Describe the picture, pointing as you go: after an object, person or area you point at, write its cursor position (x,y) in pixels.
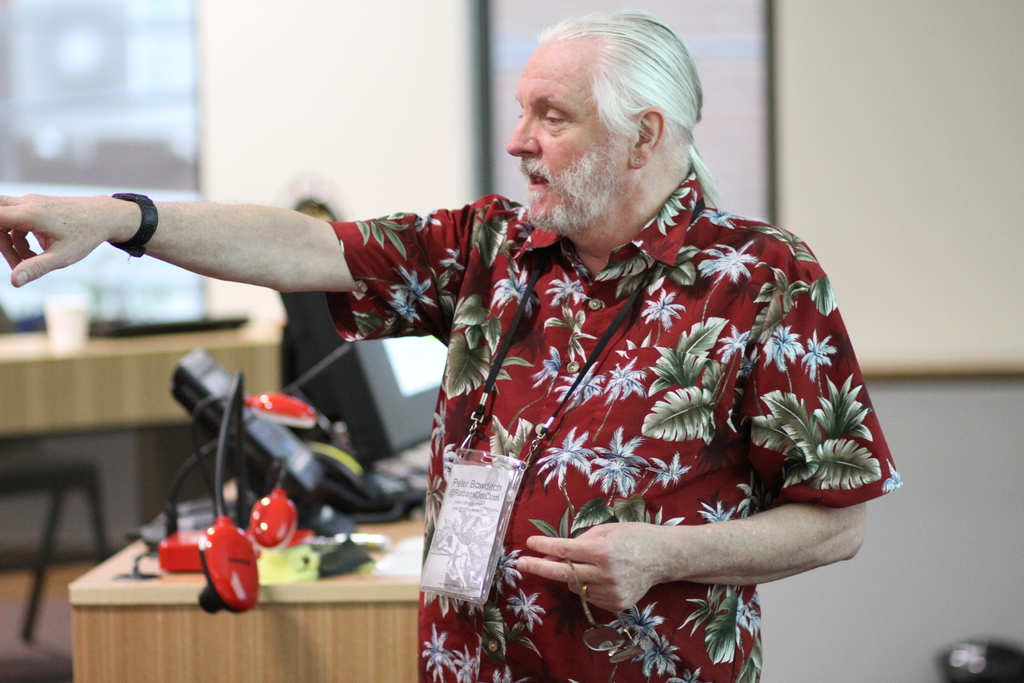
In the image we can see there is a man (570,368) standing and he is wearing id card (477,544) in his neck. Behind there are monitor (371,406) and table lamps (223,559) kept on the table (375,597). There are boards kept on the wall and behind the image is little blurry.
